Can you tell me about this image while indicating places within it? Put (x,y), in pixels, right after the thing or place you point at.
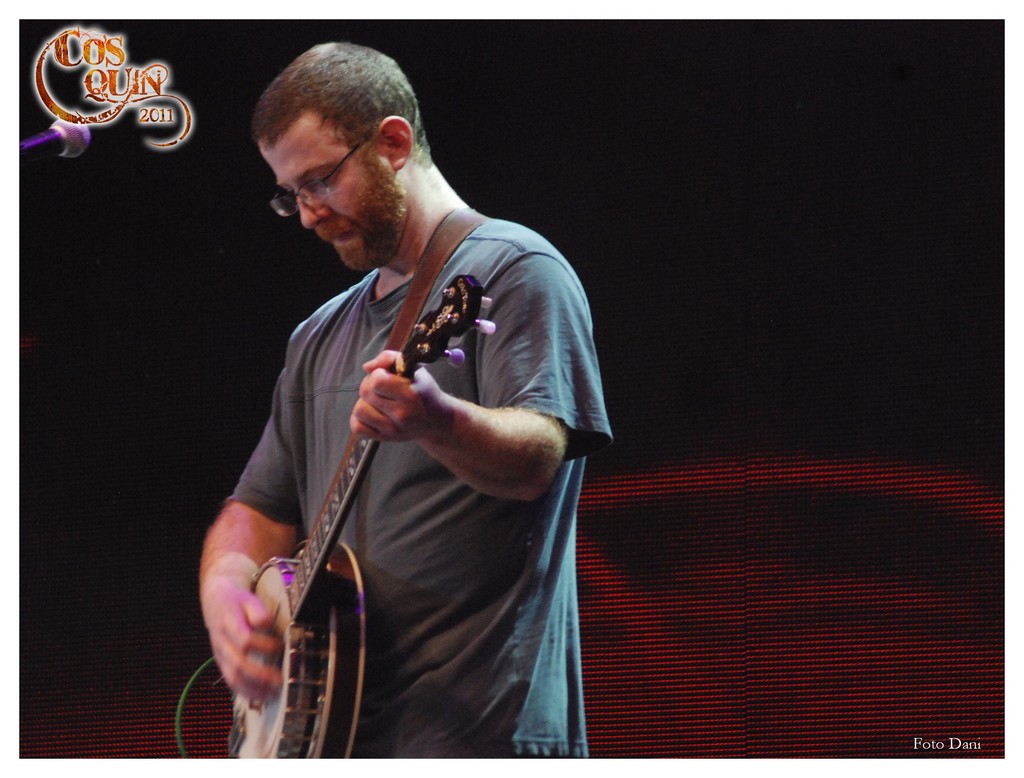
In this picture I can see there is a man (510,367) standing here and he is playing a banjo (330,533) and in the backdrop (608,550) there is a screen (725,316).
